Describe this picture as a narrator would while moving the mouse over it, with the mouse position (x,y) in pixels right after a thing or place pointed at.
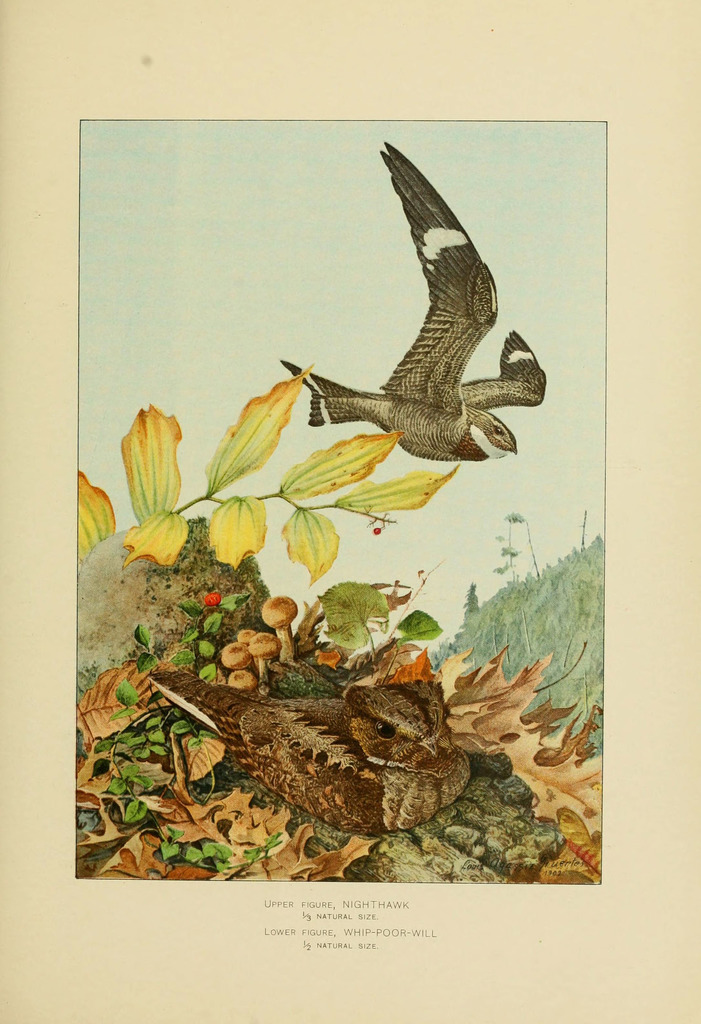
This is poster, on this poster there is a bird (426,241) flying in the air (258,369) and we can see leaves (157,720), mushroom (289,616) and bird (420,723).
